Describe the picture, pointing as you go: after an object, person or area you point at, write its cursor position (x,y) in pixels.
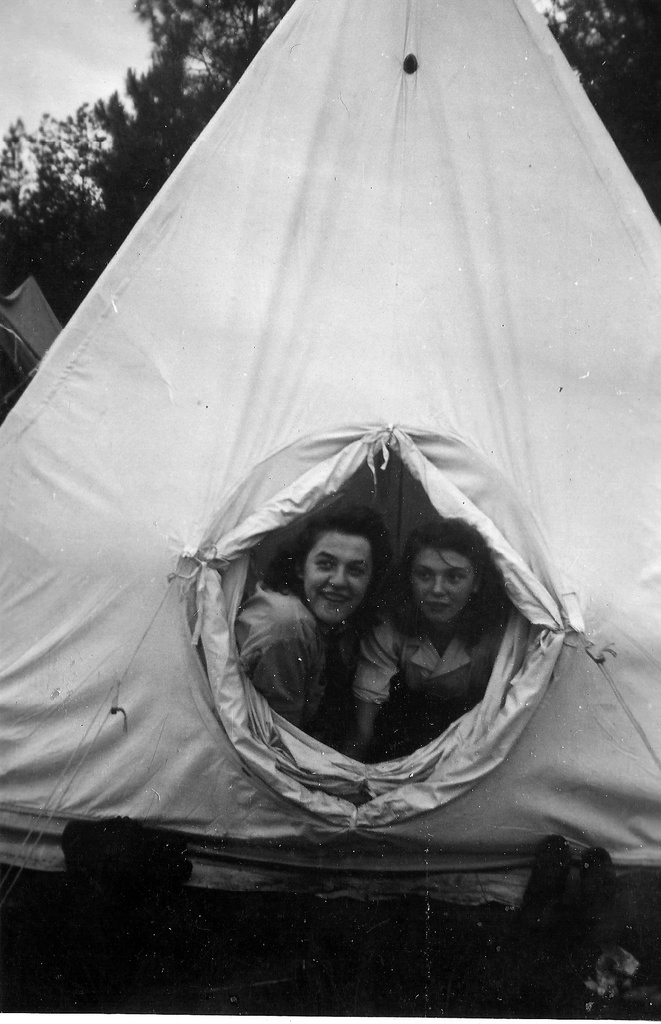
In the foreground of this image (391,569), there are two women (339,604) peeking outside through a hole (241,643) of a tent (342,256) and in the background (51,191), there are trees (64,177) and the sky (200,67).
